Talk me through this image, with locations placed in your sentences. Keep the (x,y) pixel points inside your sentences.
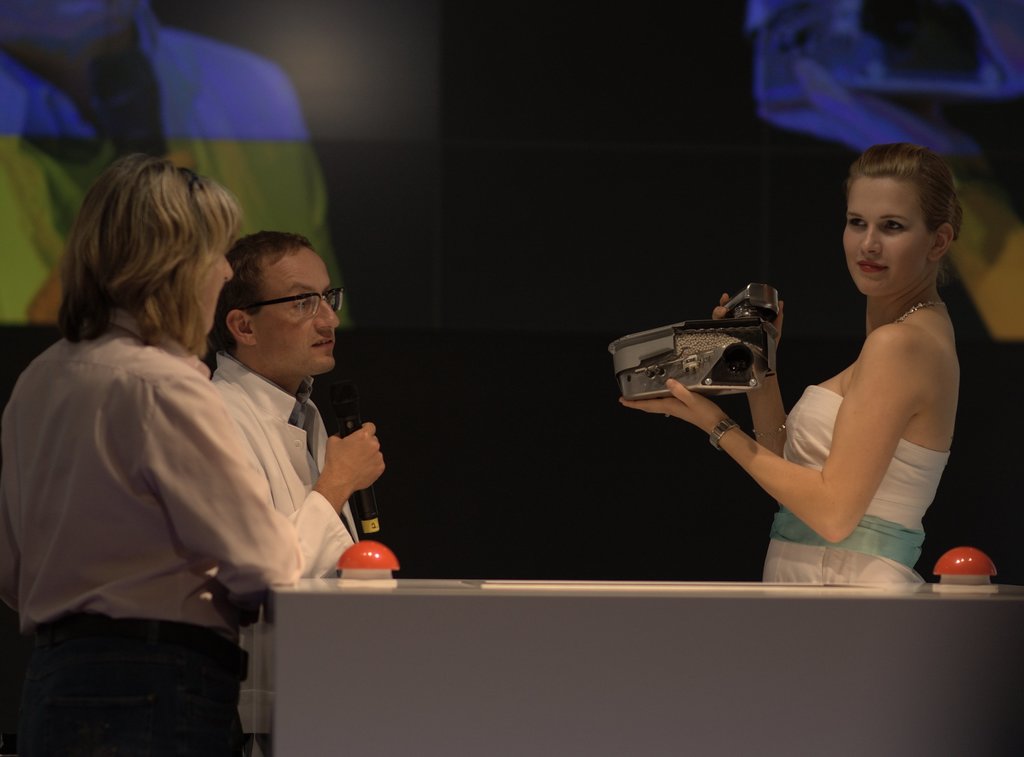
In this image there are three persons (373,448). The man (312,400) is holding a mic (357,424) and woman (705,409) is holding something. At the background (455,218) we can see a screen (469,229).
